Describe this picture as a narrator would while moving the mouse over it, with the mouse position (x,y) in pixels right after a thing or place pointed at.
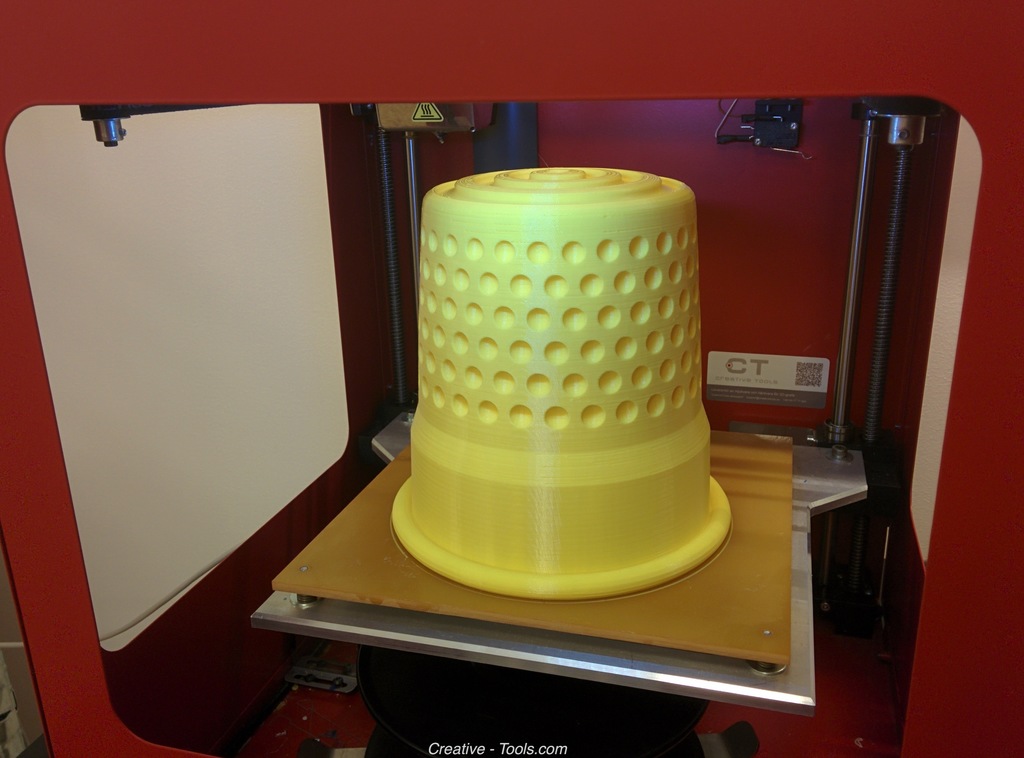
This image consists of a thimble (537,400) in yellow color. It is kept in a machine (569,602). It looks like a 3D printing machine (310,508). The machine (346,277) is in red color.
